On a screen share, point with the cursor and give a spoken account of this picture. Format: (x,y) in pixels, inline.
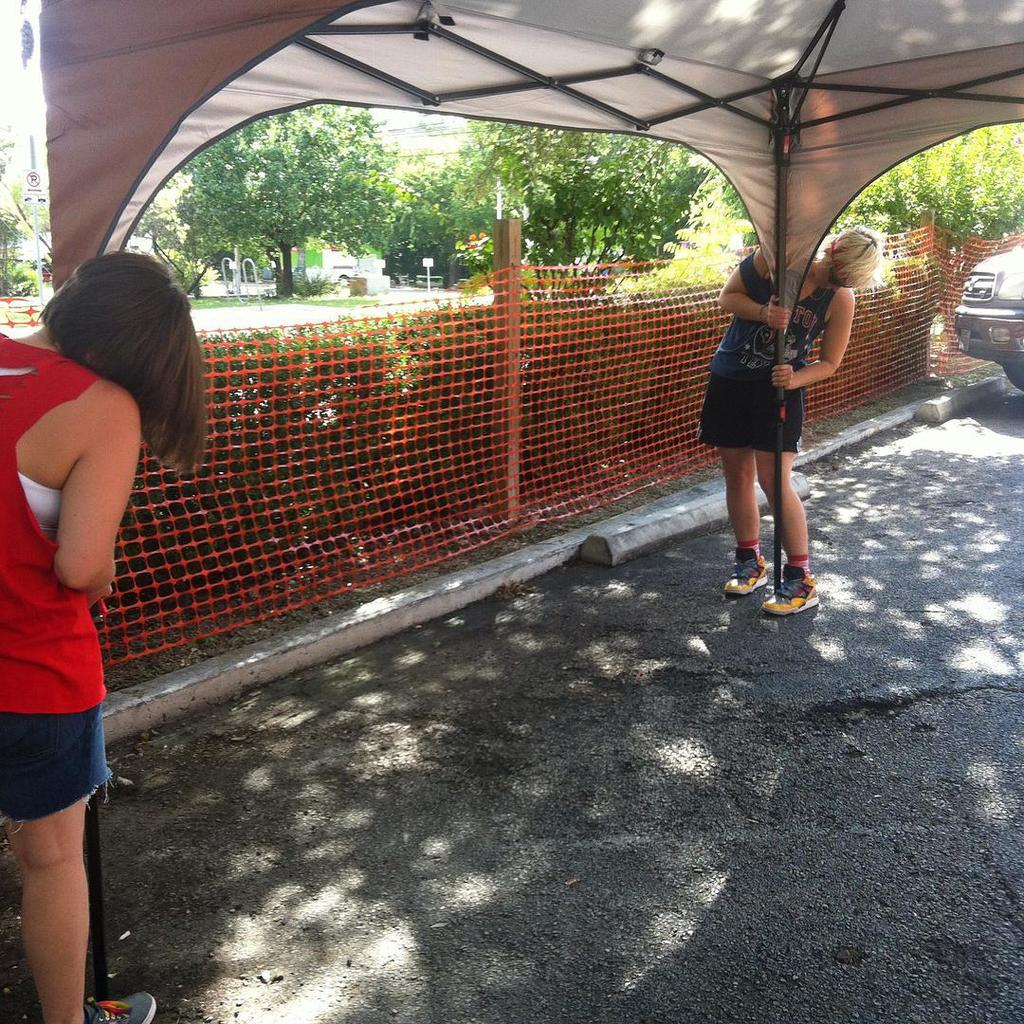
In this picture it looks like 2 people (40,523) holding poles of a tent (613,130) on the road (694,764). In the background (863,397), we can see plants (744,238) and trees (246,213) behind the orange mesh fence (358,466). We can also see a vehicle (977,315).
